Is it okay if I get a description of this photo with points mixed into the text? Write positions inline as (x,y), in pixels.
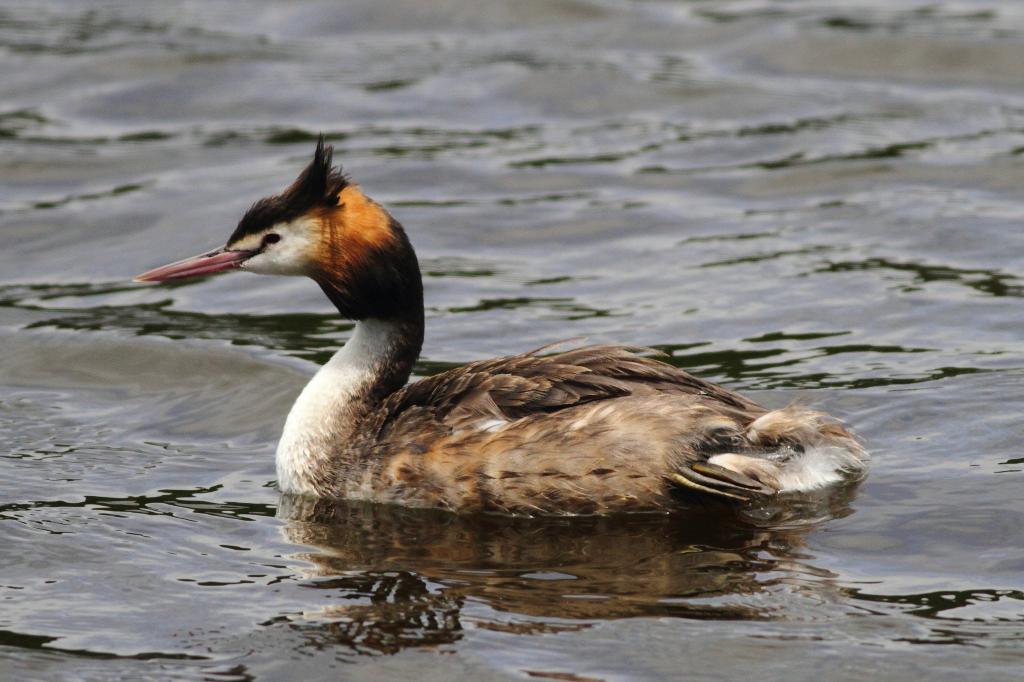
In the picture we can see the grebe (621,479) in the water (161,466).
